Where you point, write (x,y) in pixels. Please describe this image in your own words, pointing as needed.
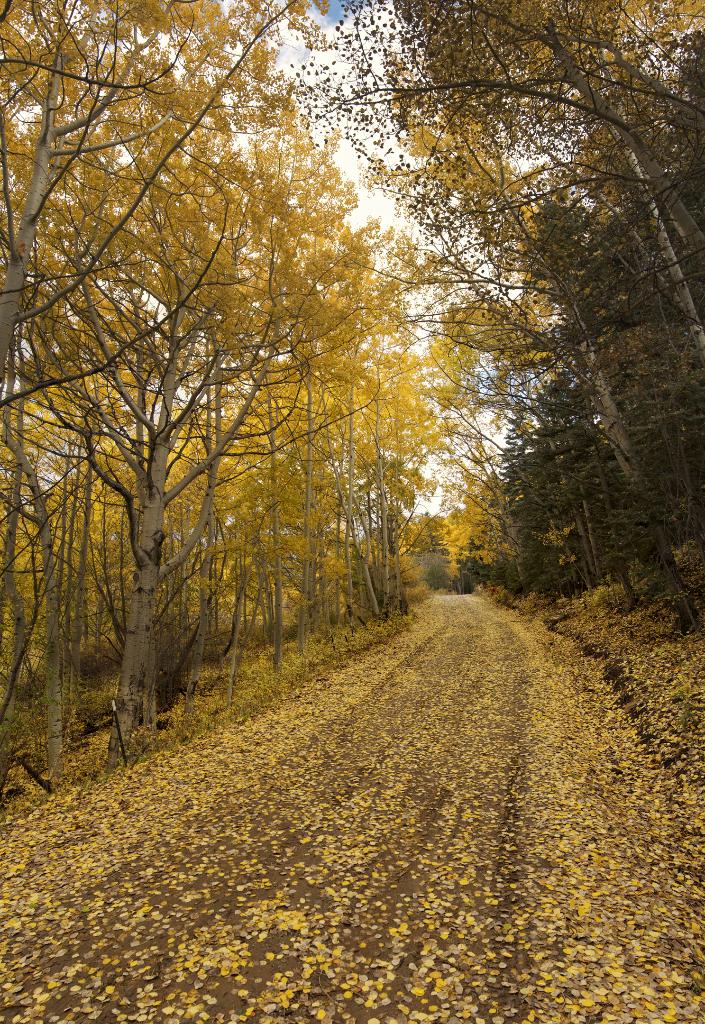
This image consists of a road (403,927) covered with leaves (343,952). To the left (198,469) and right, there are trees (383,447). At the top (347,145), there are clouds (355,166) in the sky (385,131).
